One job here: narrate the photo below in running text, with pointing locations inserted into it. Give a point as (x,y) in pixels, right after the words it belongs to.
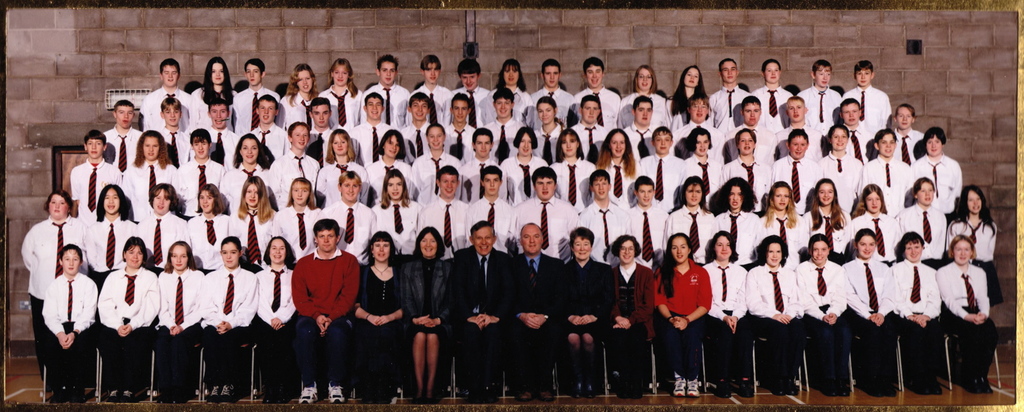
In this image I see number of people (595,244) in which most of them are wearing same dress (588,179) and these 2 men (530,239) are wearing suits (471,383) and I see that these people (510,294) are sitting on chairs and rest of them are standing and in the background (967,17) I see the wall (93,103).
